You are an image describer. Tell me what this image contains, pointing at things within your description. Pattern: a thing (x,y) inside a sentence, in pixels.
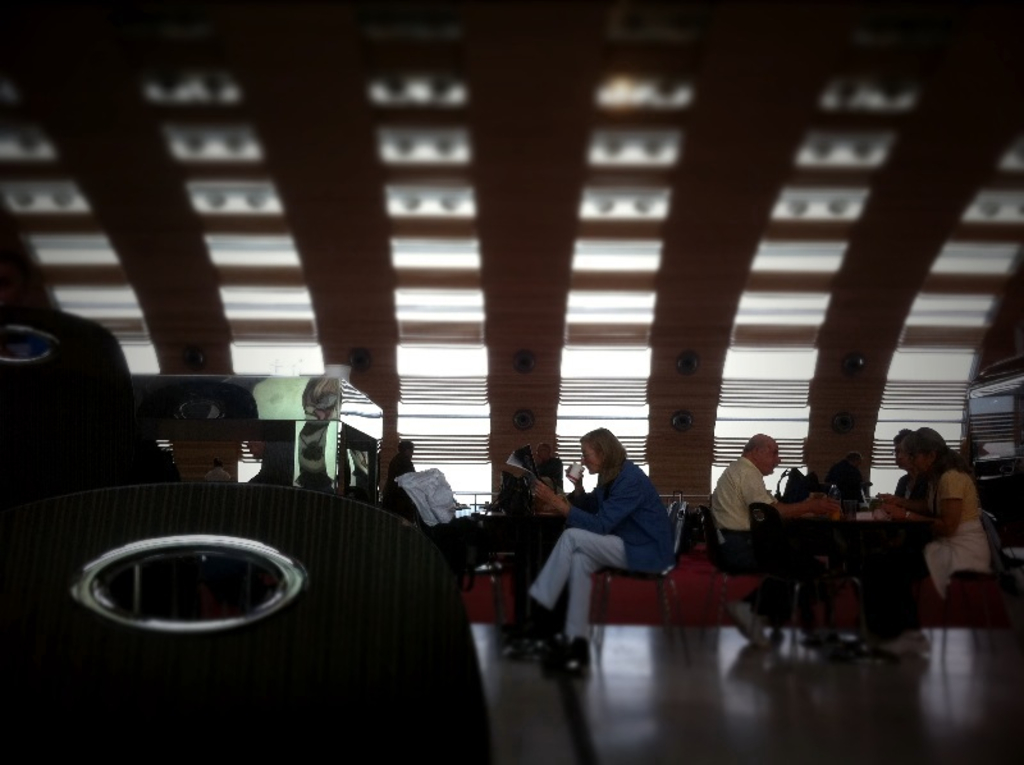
In the center of the image (400,470) we can see tables (537,537) and persons (558,562) sitting on the chairs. On the table (524,536) we can see handbags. In the background (246,326) there are lights (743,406) and wall (520,320).
